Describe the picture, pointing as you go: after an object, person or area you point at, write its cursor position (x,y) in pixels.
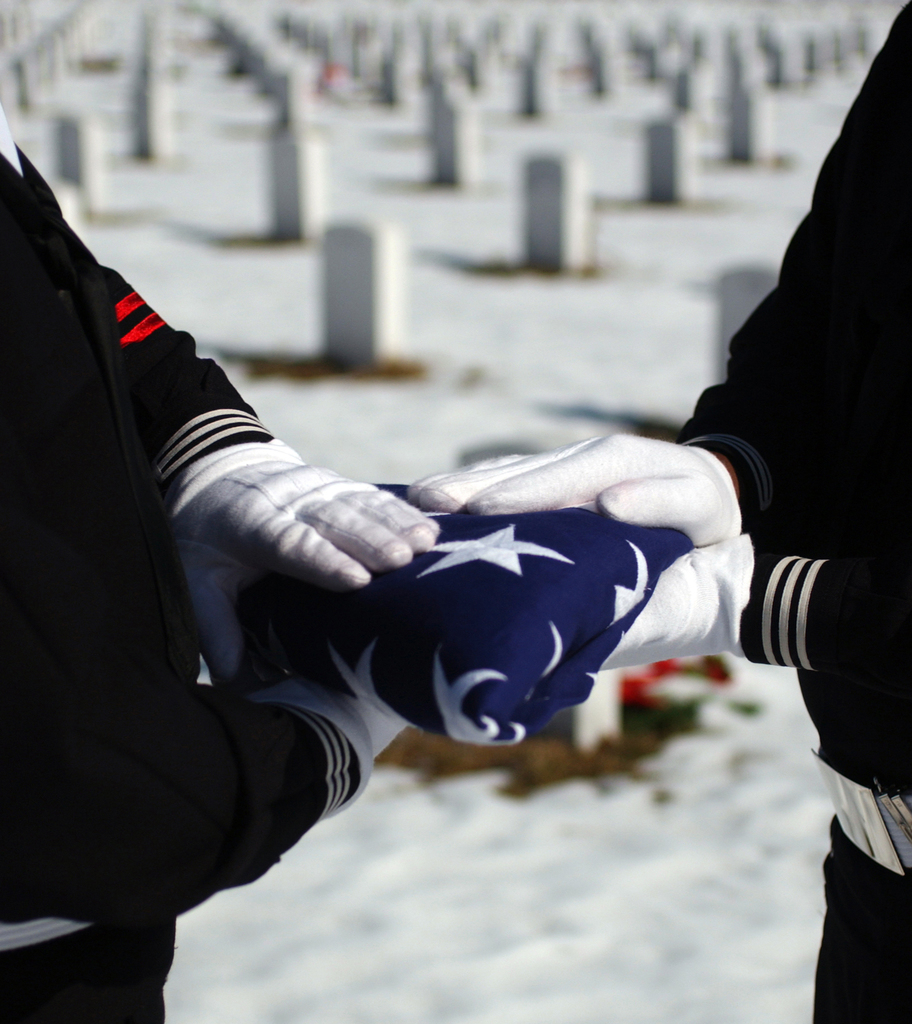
In the center of the image (425,629) we can see two persons (365,555) holding a cloth (473,671). In the background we can see small pillars (144,147).
